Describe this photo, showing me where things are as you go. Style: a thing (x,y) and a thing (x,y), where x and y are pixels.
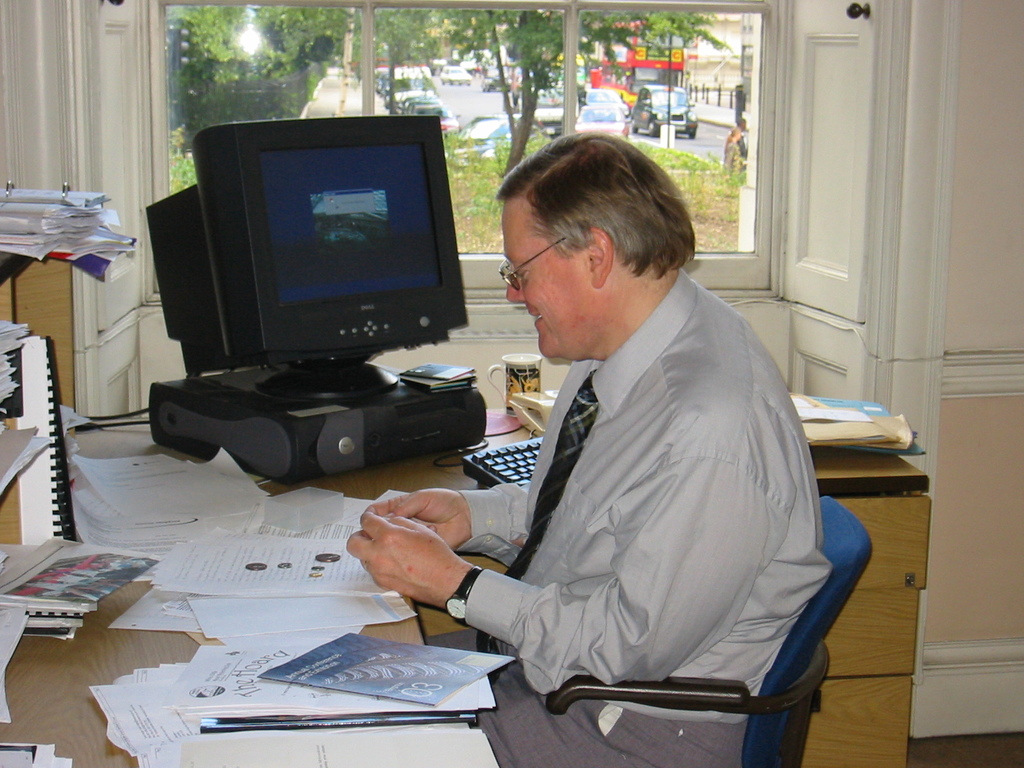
In this picture we can see a man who is sitting on the chair (830,589). This is table (125,606). On the table (35,728) there are some papers (306,562), monitor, and keyboard (468,457). Here we can see a window (655,4). And these are the trees (547,43) and there are some vehicles (683,124) on the road (722,153). And this is wall (974,266).
